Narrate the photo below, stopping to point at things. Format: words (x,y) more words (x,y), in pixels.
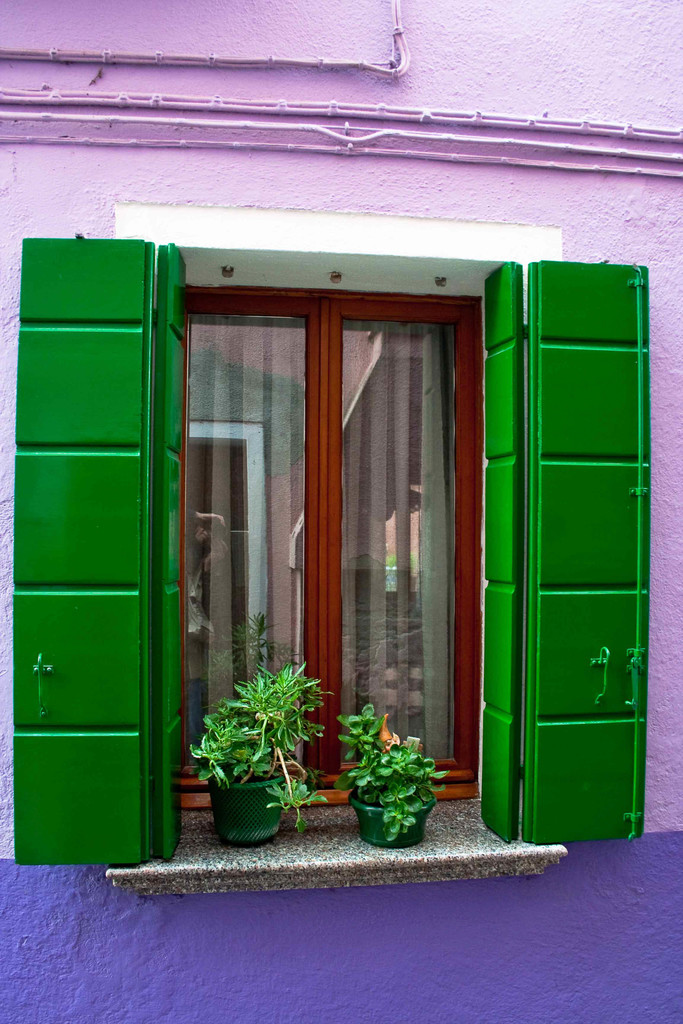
In this picture we can see a wall (520,59) and a window (593,568), there are two plants (271,805) and a glass window (446,523) in the middle (364,552).
